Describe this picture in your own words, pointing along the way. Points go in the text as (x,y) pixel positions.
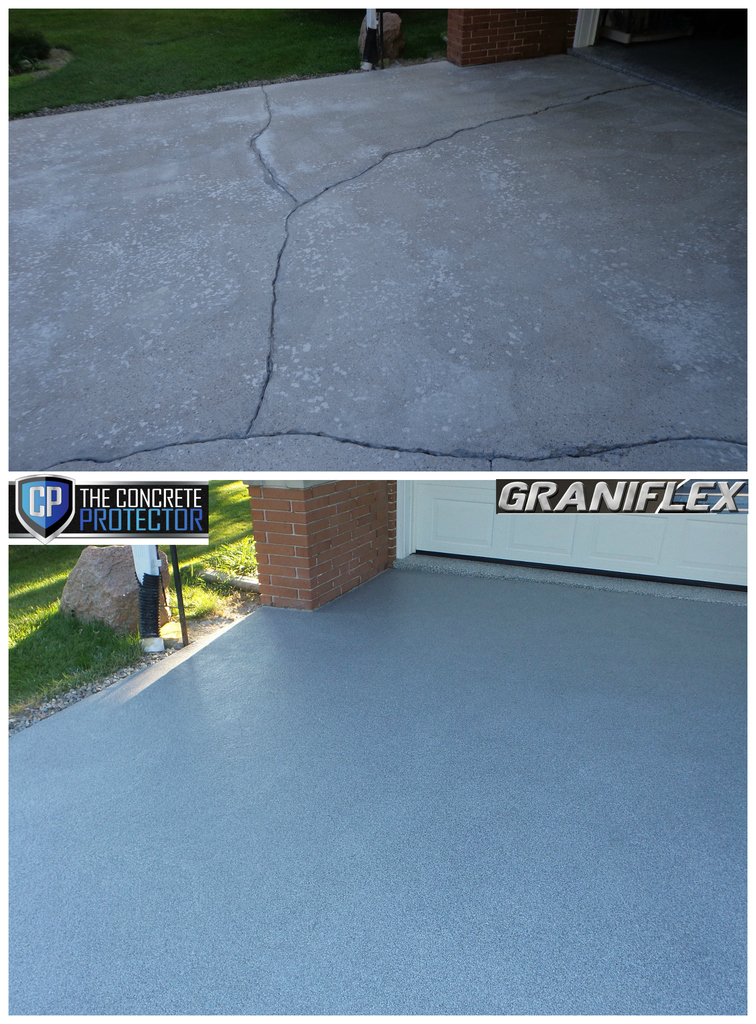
Here this is a collage image, in which we can see the floor (431,378) in both the images and we can see some part of ground (187,640) is covered with grass (121,661).
